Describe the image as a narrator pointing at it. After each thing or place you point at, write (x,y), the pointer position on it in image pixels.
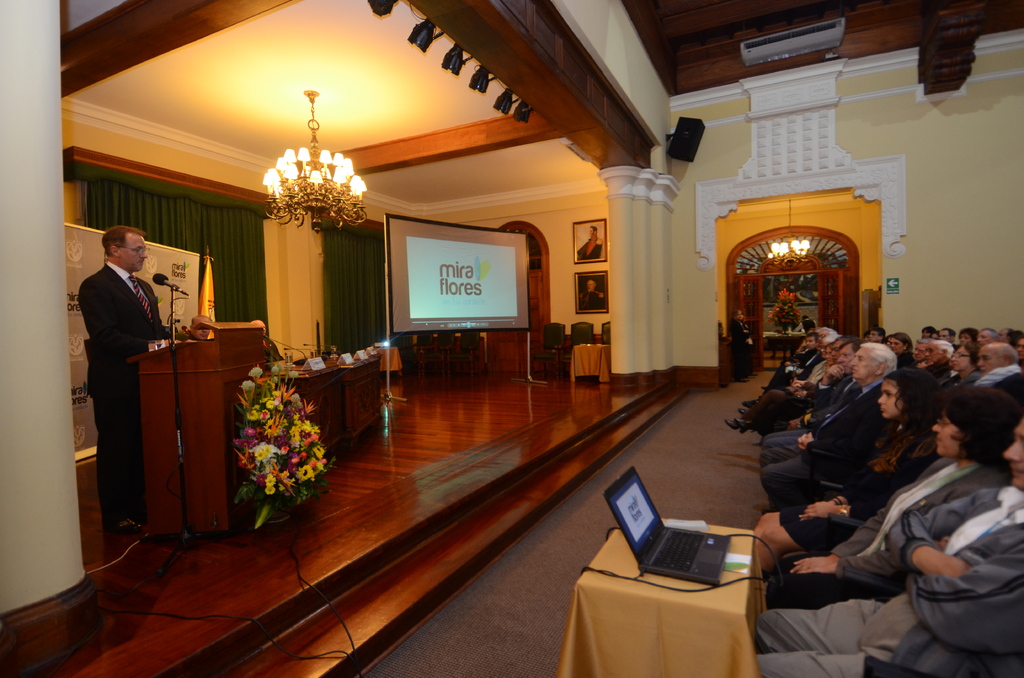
In this image, few peoples (835,407) are sat on the right side (911,492). In middle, there is a laptop (663,549), cream color cloth (645,611). Left side (118,382), man (106,321) is standing in-front of microphone (165,277). Backside, there is a banner (170,264), green color curtain (194,246). Here we can see screen (427,244), chandelier (338,210), white roof (360,117).
